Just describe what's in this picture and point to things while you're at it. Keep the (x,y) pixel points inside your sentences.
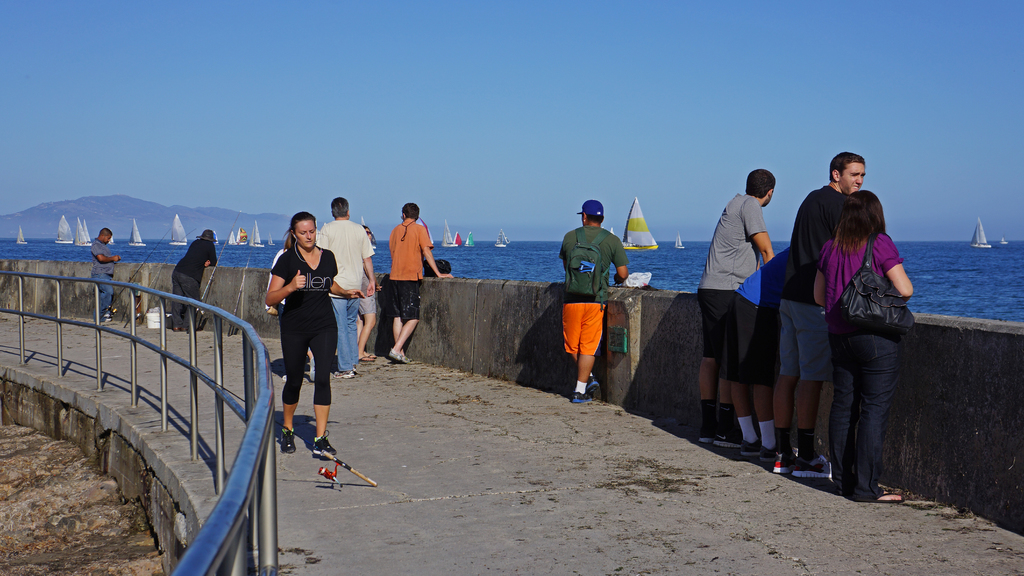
In the image there are few people (801,342) standing and in front of them there is a small wall (681,344). On the left side (209,555) there is a railing (209,529). Behind the wall (80,298) there is water (949,269) with many boats (89,239). In the background (171,209) there are hills (218,209). At the top of the image (524,105) there is a blue color sky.
